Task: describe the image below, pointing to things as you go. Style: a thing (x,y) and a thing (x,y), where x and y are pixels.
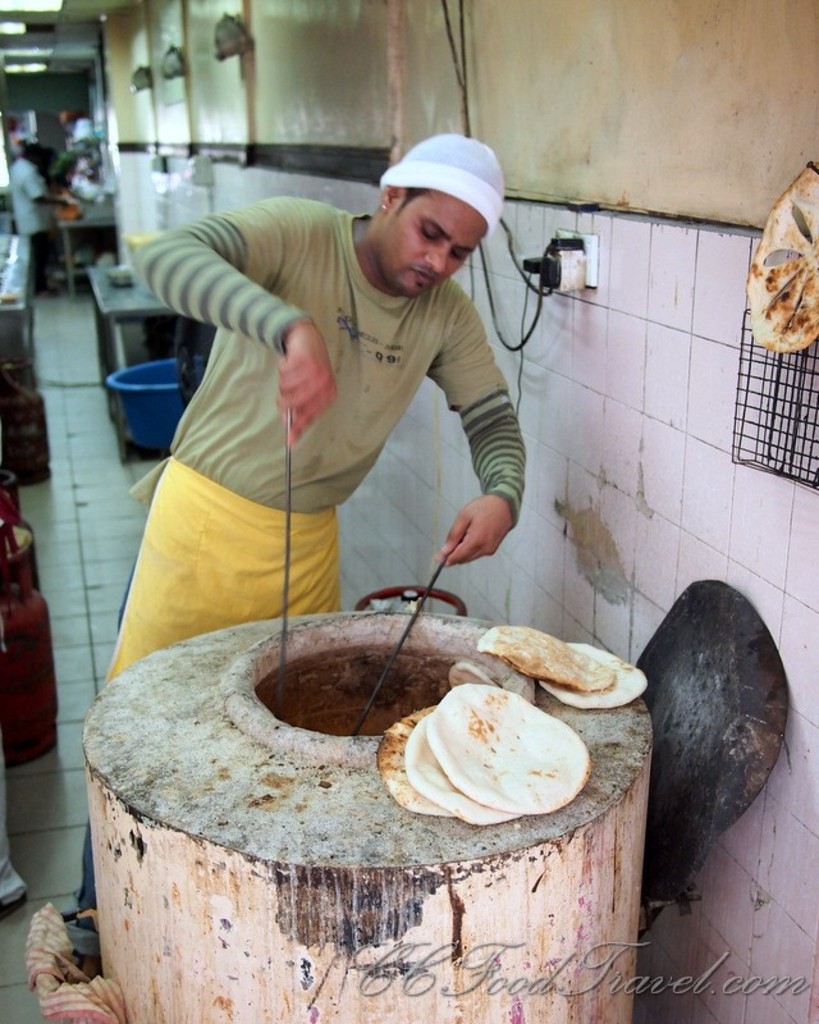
In this picture I can see a man (202,300) standing and holding two sticks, there is a food item (493,764), there are gas cylinders (30,581), tables (23,258), there is a tub (145,413), there is a person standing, there are lights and some other objects (233,43).
